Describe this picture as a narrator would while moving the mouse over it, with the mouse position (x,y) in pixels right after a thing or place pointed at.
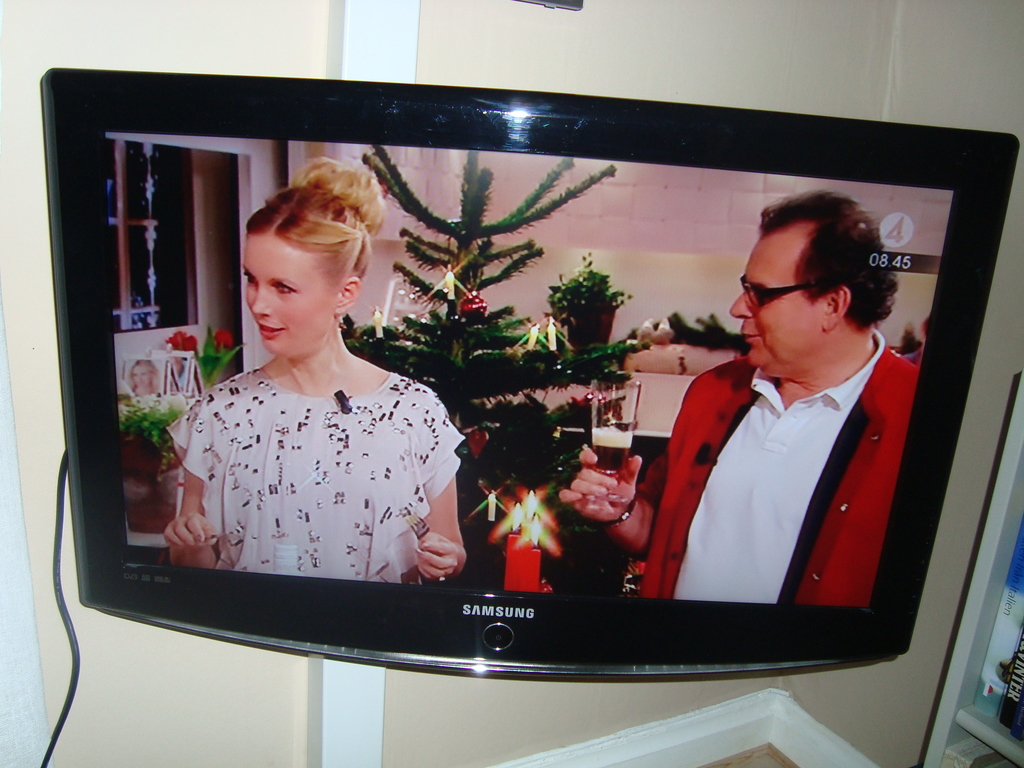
In the image we can see a television (288,557) and the screen (388,405) of the television (378,429), in it we can see a man (694,496) and a woman (316,507) wearing clothes (735,502). This is a cable wire (71,700) and the wall (831,20).
